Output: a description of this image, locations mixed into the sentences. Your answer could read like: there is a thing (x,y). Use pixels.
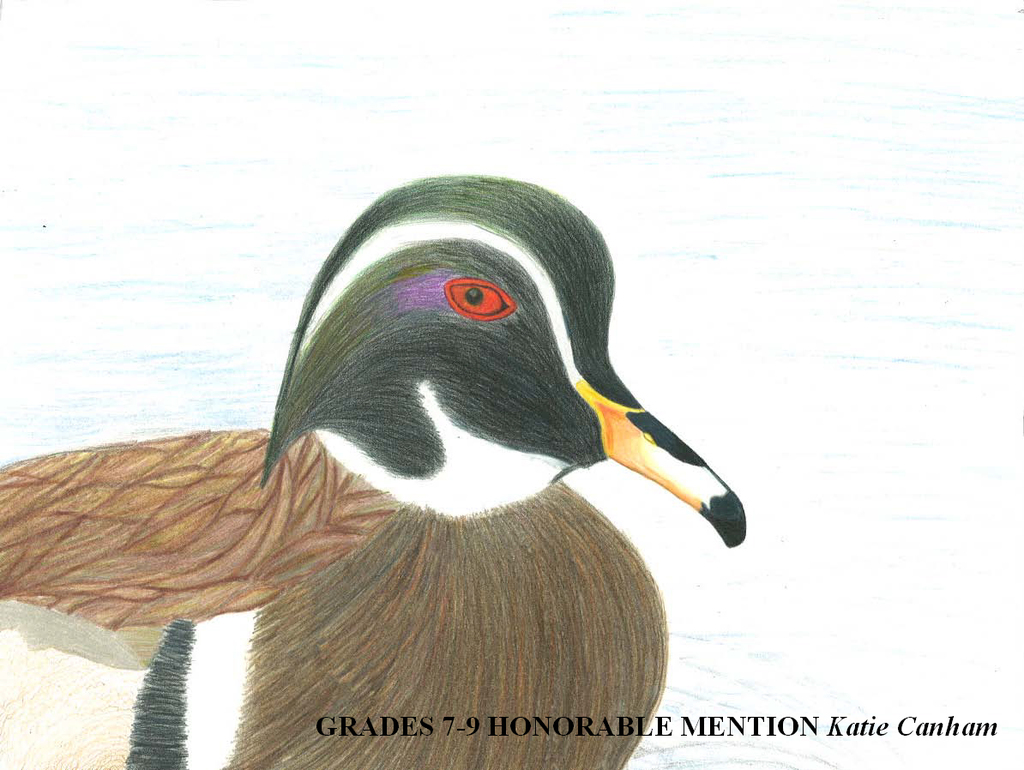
It is a painting and it looks like a duck (433,645) in black and other colors. At the bottom (986,720) there is the name (981,732) in black color.
